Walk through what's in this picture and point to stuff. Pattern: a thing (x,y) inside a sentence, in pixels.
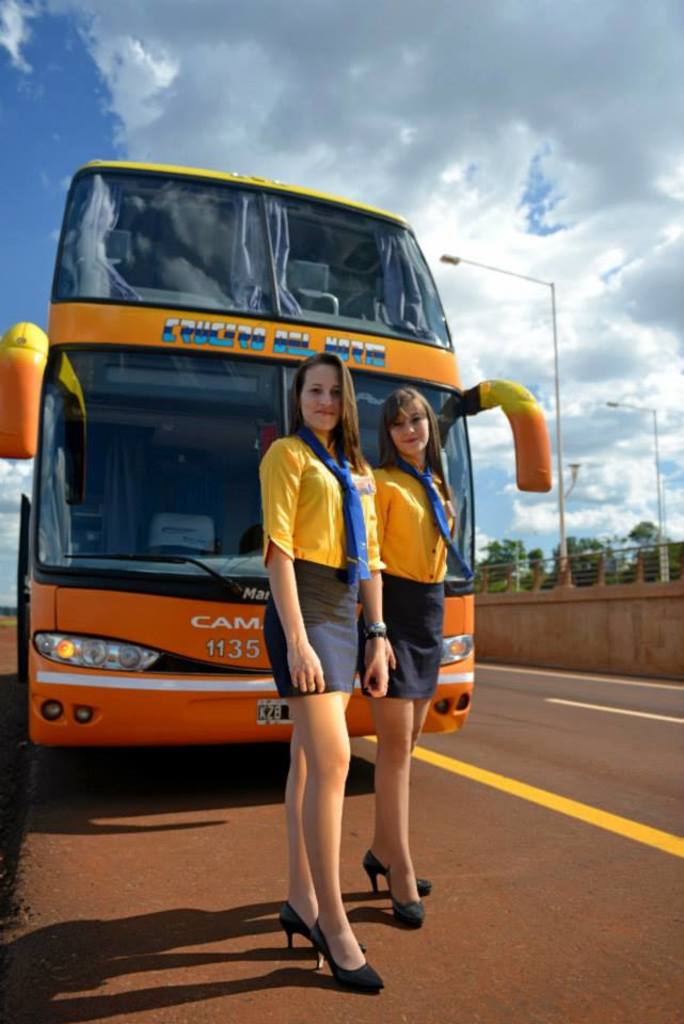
In this image we can see two ladies (349,626) standing. In the back (228,385) there is a bus (228,385). Also there is a road (551,691). Near to the bus (179,372) there is a wall (551,608) with a railing (532,582). Also there are light poles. In the background (543,538) there are trees (506,550) and sky (302,151) with clouds (235,108).
